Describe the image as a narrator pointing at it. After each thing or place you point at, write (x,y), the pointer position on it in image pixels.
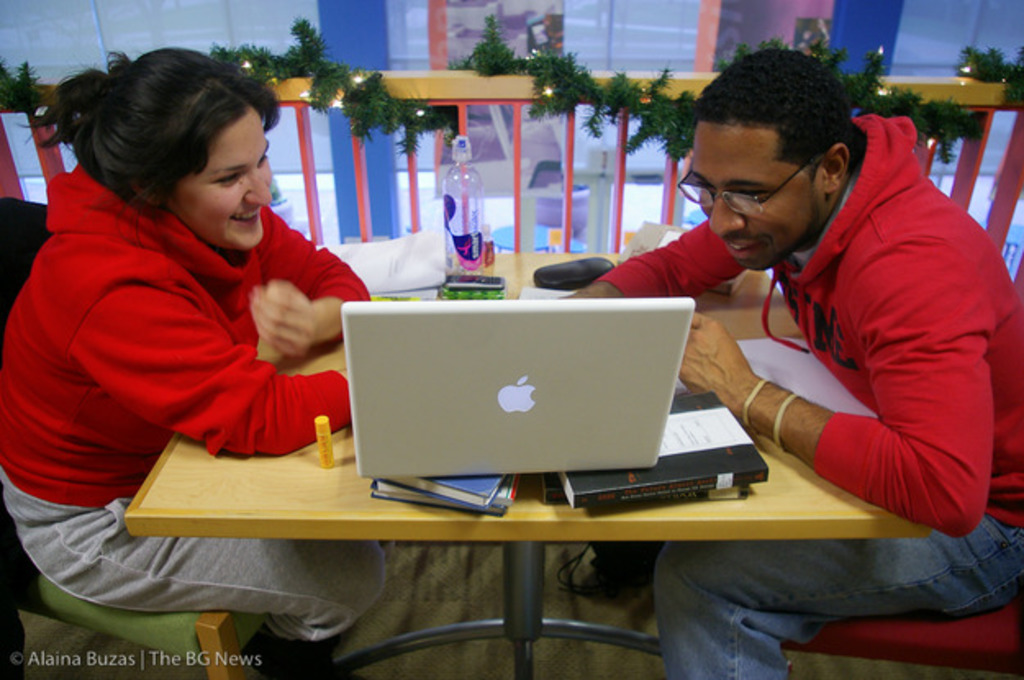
In this image I see a woman (285,311) and a man (753,64) and both of them are sitting on chairs (961,665) and I can see that both of them are smiling and there is a table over here on which there is a laptop (430,474), few books (408,481), a bottle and other things (363,266). I can also see the decoration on the fence (994,101).
